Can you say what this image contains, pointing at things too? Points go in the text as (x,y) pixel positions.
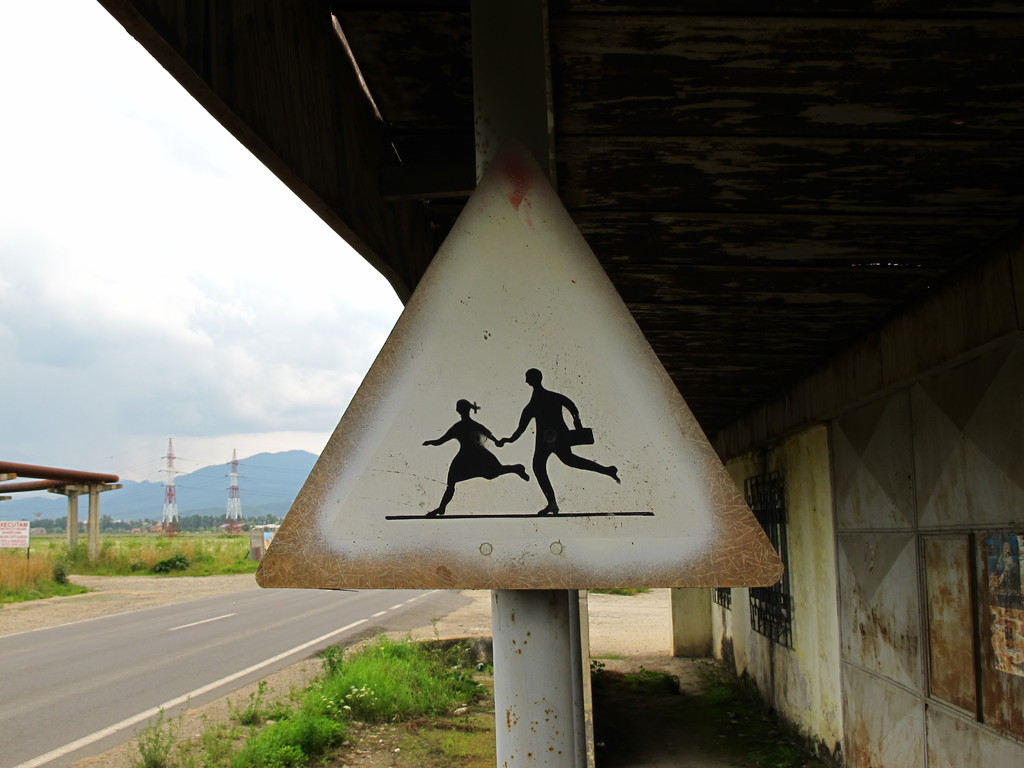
In the picture we can see a house (876,683) with a shed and a pole (517,657) with a sign board (389,566) with people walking and besides on the path (386,757) we can see some grass (390,705) and road (300,598) besides and to the opposite we can see some grass (108,555), plants (103,545), shed (89,518), towers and sky (186,412) with clouds (296,421).
